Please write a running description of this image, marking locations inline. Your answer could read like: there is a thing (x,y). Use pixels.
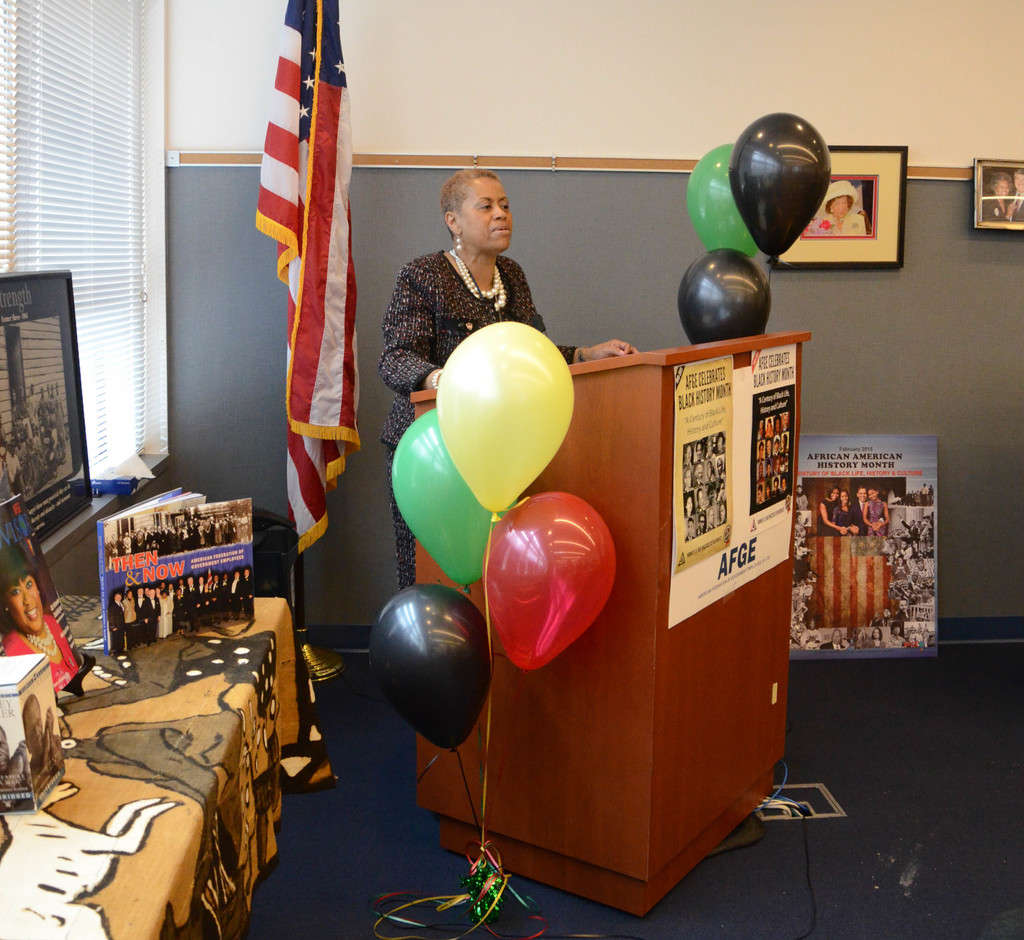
The women (451,291) wearing black dress (450,317) is standing in front of a wooden stand (635,397) which has balloons (538,451) on the either side and there are pictures (51,414) on the either side of the wooden stand (632,494).
